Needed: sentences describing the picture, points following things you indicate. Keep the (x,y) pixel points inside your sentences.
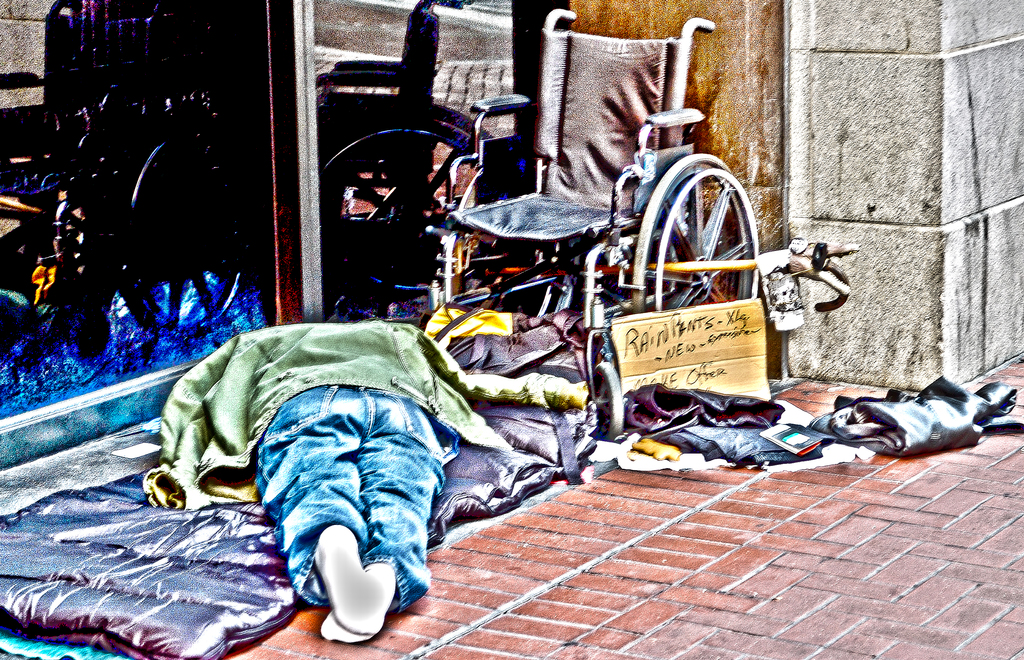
In the foreground of this picture (396,515), there is a man (373,526) sleeping on a bed (175,594) on the floor (637,588) and we can also see a wheel chair (654,177), a stick (739,264) and few clothes (904,429) on the side path (668,582) placed beside him. In the background (87,230), there is a glass (101,121) and a wall (871,81).
